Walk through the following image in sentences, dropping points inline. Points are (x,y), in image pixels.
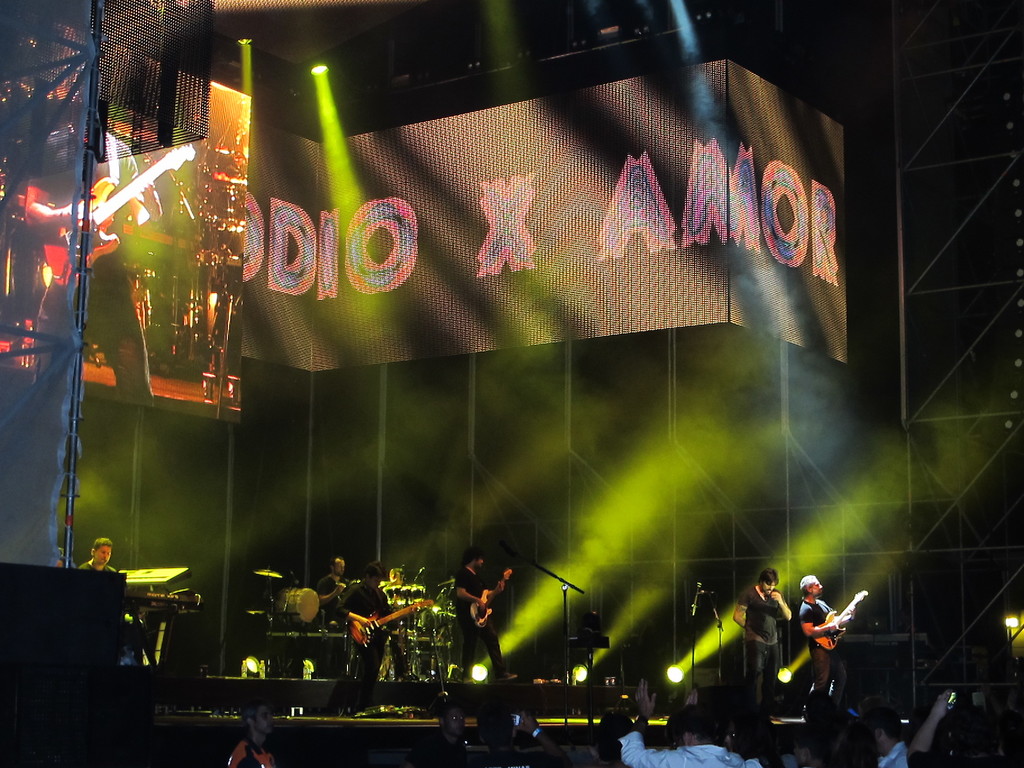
In this image there are people (895,758) standing, in the background (542,715) there is a stage (668,703), on that stage (595,685) there are people (768,649) playing musical instruments (183,600), behind them there are screens (121,303) and lights (358,207).
